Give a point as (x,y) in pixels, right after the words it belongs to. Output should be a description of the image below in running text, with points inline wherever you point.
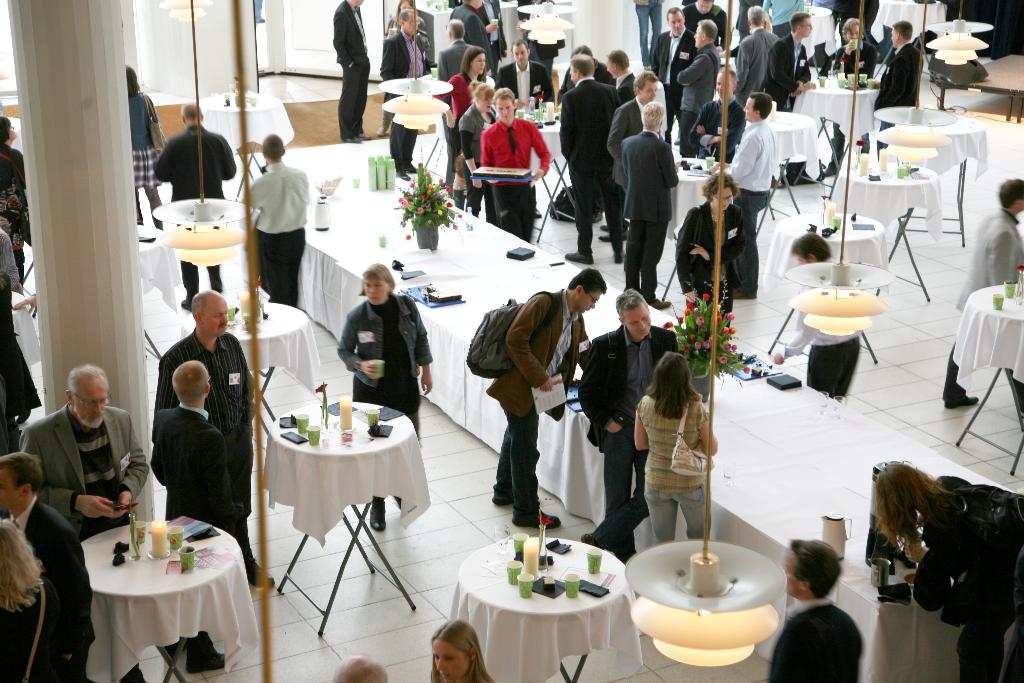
This is a picture taken in a room (521,360), there are a group of people (556,349) standing on the floor (448,509) in front of these people (618,142) there is a tables (745,442) on the tables (347,230) there are mobiles (292,441), glasses (311,441), bottle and a flower pot (443,201). behind the people (588,289) there is a pillar (92,130) and a wall (157,75).
